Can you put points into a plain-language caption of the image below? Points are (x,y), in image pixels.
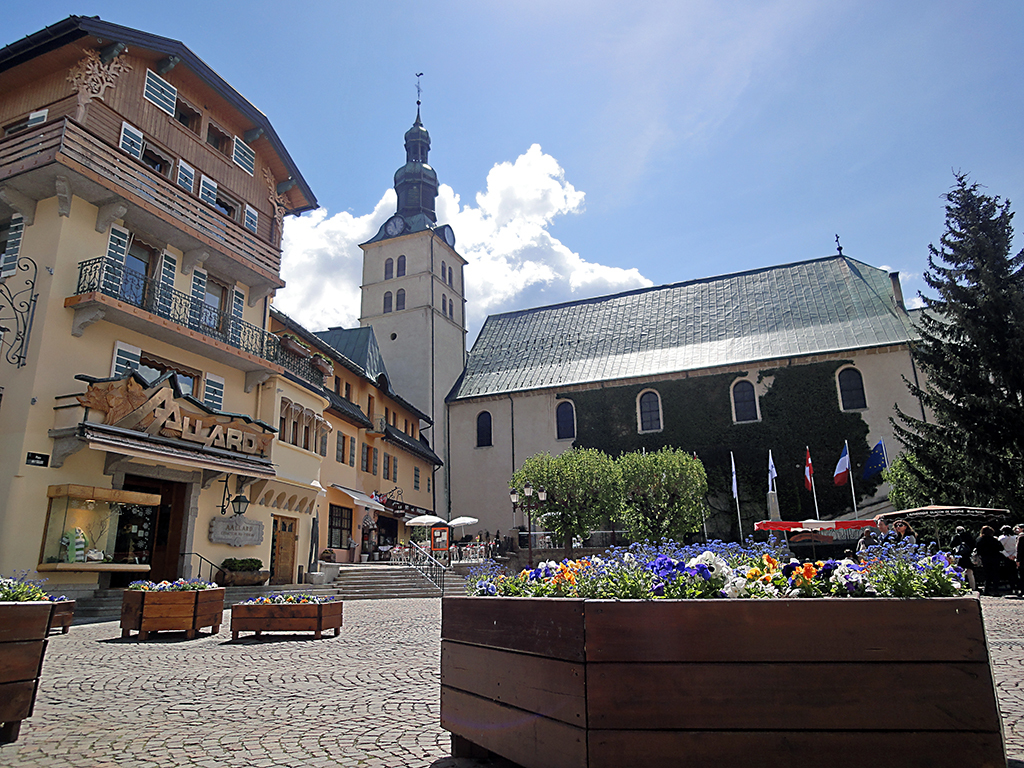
In this picture we can see flower plants (627,595) on some wooden objects (150,628). Behind the wooden objects (579,631) there are some people (967,577) standing on the path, trees (548,498), poles (530,509) with lights (532,490) and flags (733,484), buildings (191,459) and a sky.
